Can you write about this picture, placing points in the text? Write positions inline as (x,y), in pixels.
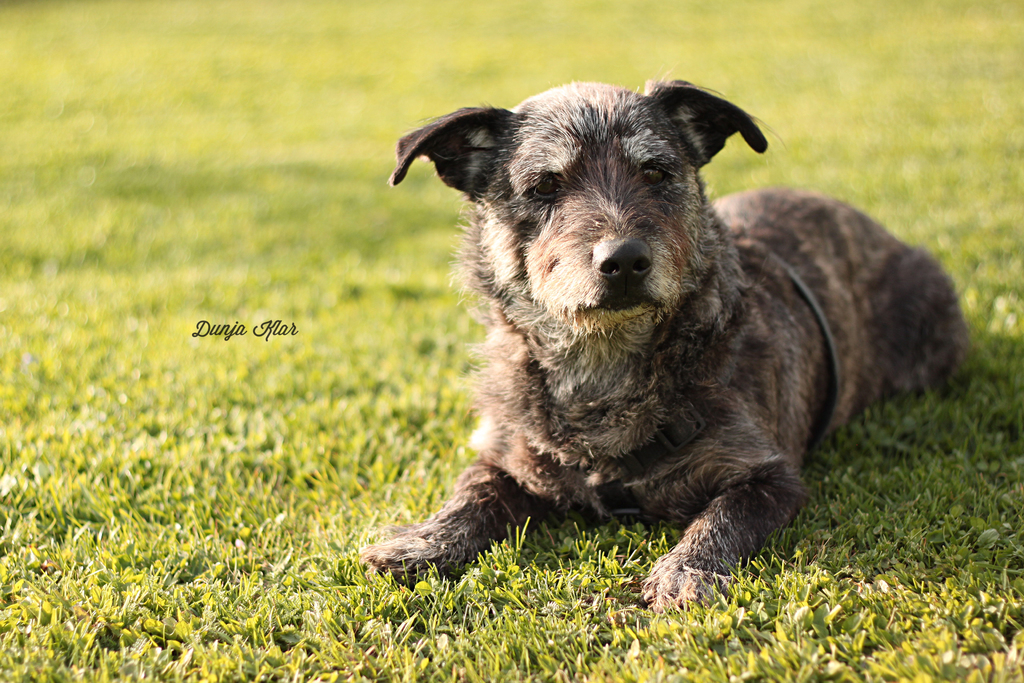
In the image on the ground (885,571) there is grass (921,558). On the grass (929,544) there is a dog (739,341) sitting. And also there is a name (233,337).
